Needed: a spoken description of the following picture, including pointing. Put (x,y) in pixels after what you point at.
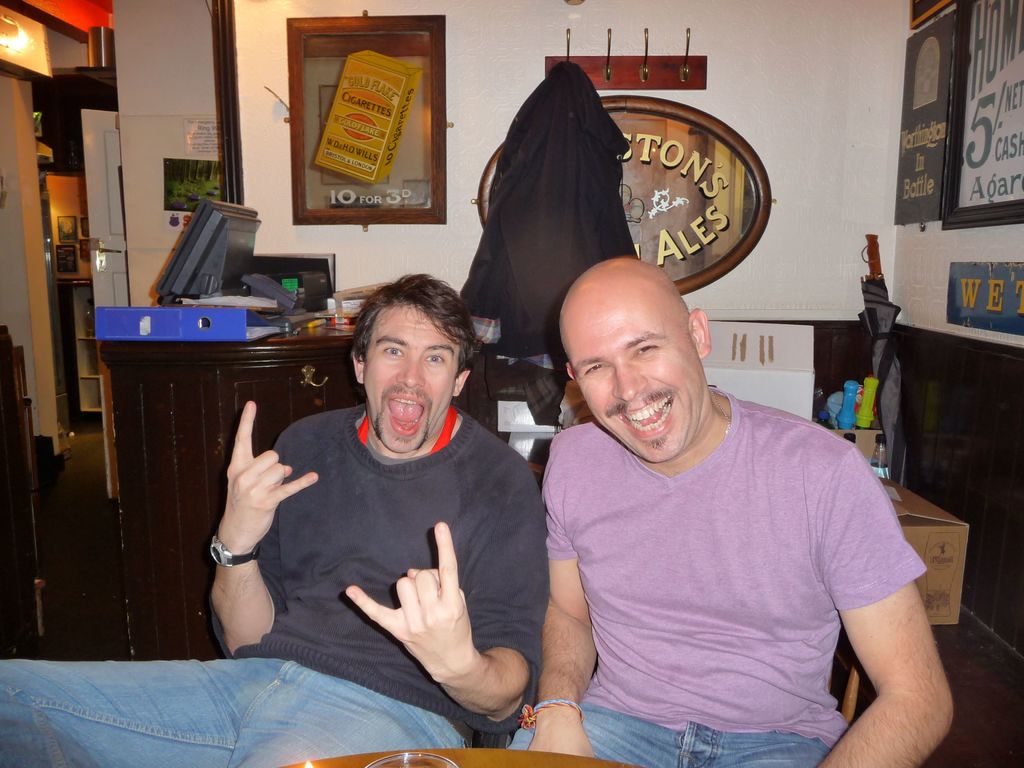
At the bottom of this image (648,636), there are two persons (360,580) smiling and sitting. In the background (523,341), there are photo frames (315,79) and a hanger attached to a wall (493,62), there is a file (122,315), a monitor (212,243), a cupboard (152,393), an umbrella (885,373) and other objects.
